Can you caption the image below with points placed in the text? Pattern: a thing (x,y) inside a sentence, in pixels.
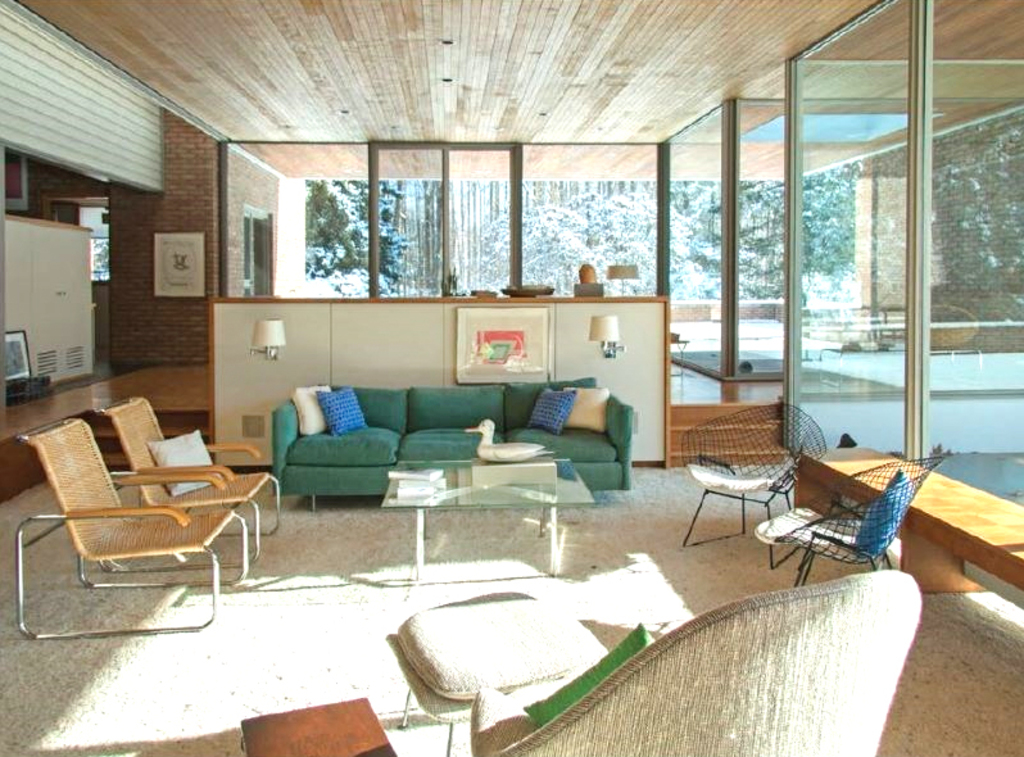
There are chairs (181,548) in the left (198,540) sofa (307,462) in the middle (424,437) and a glass wall (836,255) in the right (887,261).
